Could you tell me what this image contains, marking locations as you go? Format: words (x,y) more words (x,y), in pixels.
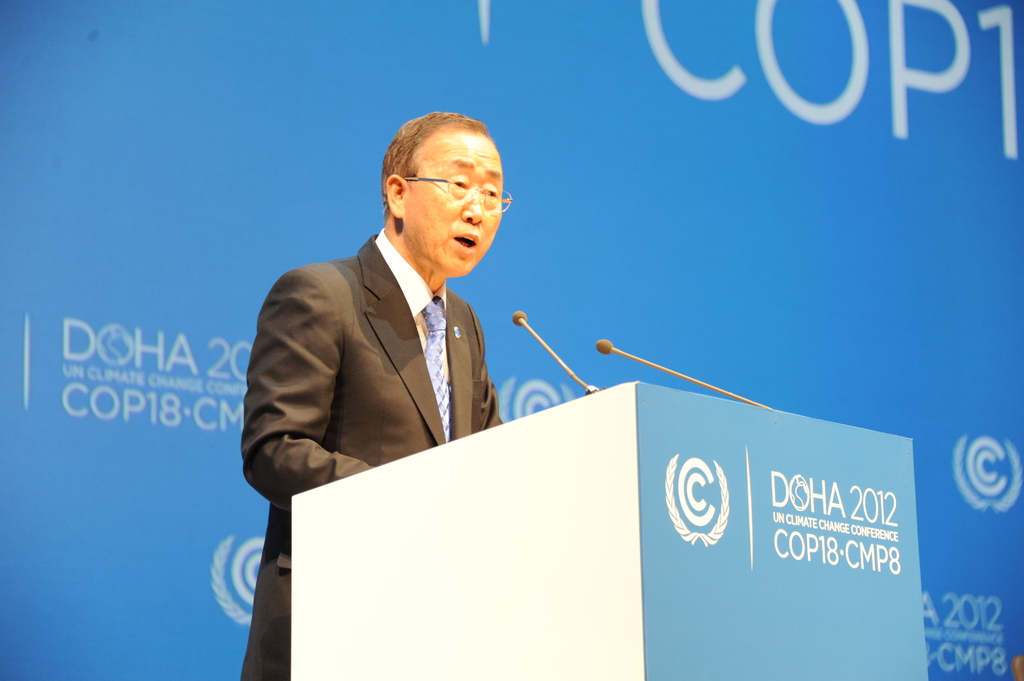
In this picture we can see a person (401,170) standing in front of the podium (531,537). We can see microphones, text (845,486) and a few things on the podium (530,568). There is the text (968,27), numbers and logos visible on a wall (972,87) in the background (657,99).
